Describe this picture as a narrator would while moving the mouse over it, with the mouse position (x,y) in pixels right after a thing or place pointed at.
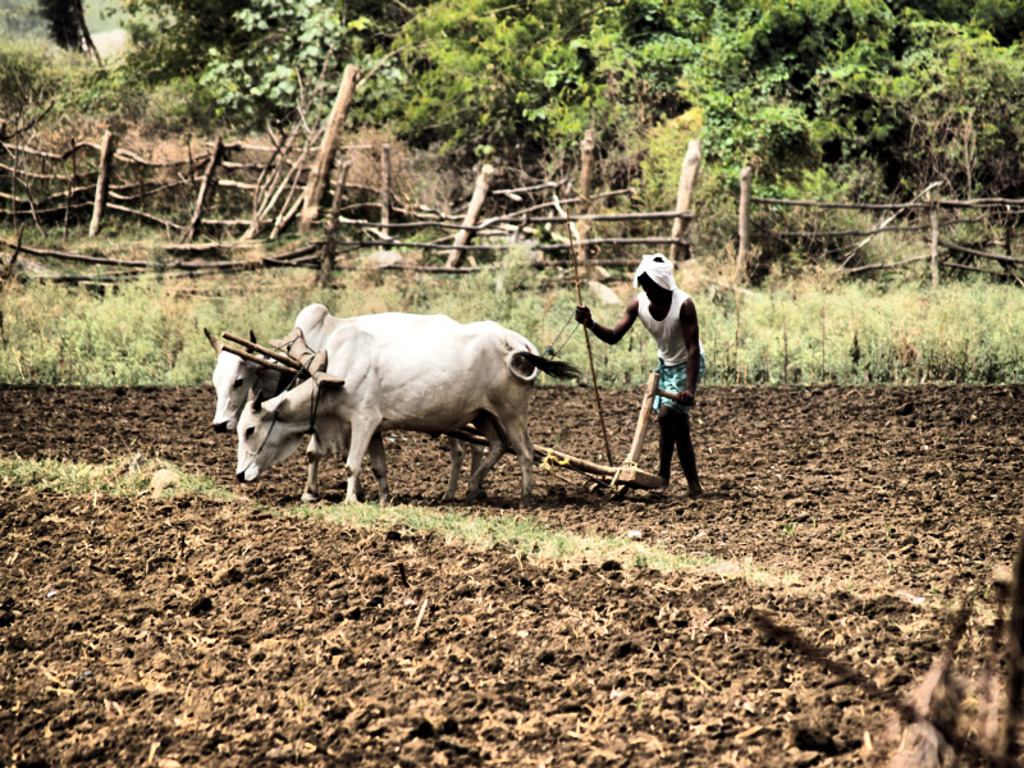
In this image I can see a person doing farming with two bulls (319,398) on a ground (561,600). I can see wooden fencing (454,229) and trees (565,104) at the top of the image (565,104).
